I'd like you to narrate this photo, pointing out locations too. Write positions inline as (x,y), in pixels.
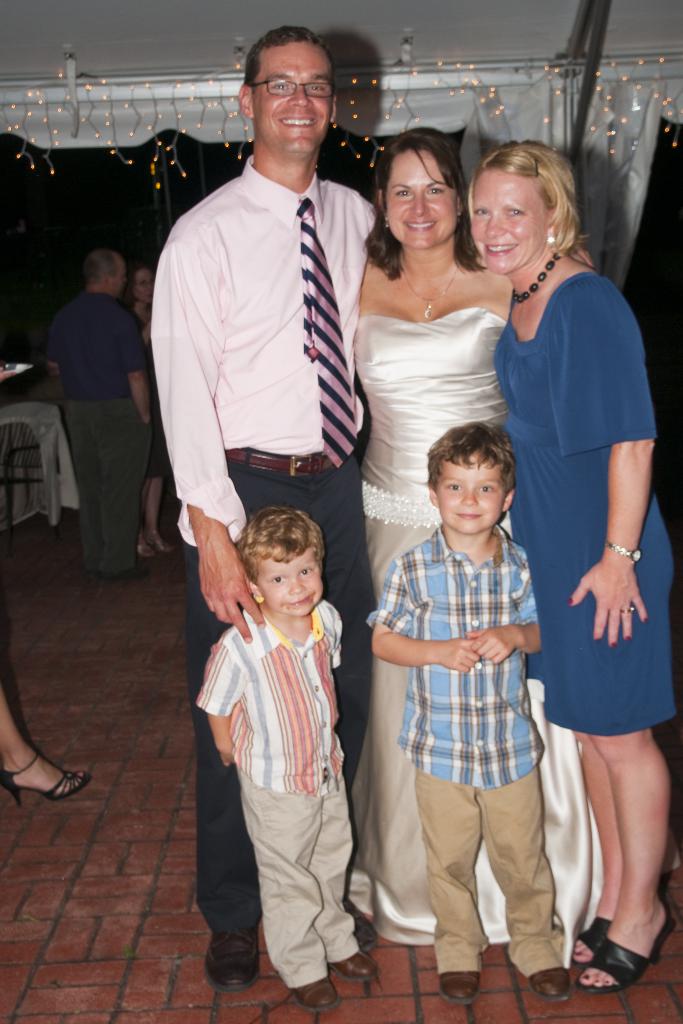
This image consists of many people (490,761). In the front (437,791), there are two kids (292,721), two women (398,480) and a man (208,469). The man (187,466) is wearing a light pink shirt (278,374) and a tie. On the right (580,504), the woman (662,593) is wearing blue dress (666,688). At the bottom (370,1000), there is a floor (3,919). In the background (96,410), there are many people (80,358). At the top (8,41), there is a roof (163,17).
